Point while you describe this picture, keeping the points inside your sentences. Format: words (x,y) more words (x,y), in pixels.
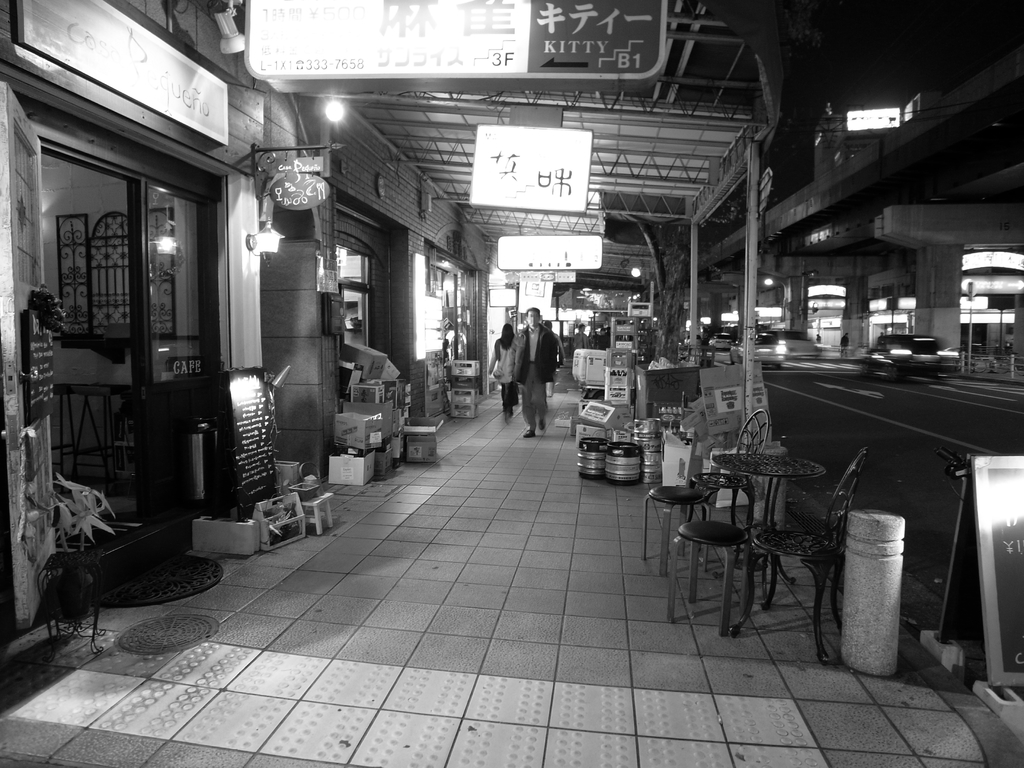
In the picture we can see some persons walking along the floor (343,572) and there are some objects (270,535), tables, chairs (643,527) on floor (560,470), we can see shops (467,320) on left (117,345) and right side of the picture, top of the picture (605,128) there are some boards (258,54), there is roof (745,72).
